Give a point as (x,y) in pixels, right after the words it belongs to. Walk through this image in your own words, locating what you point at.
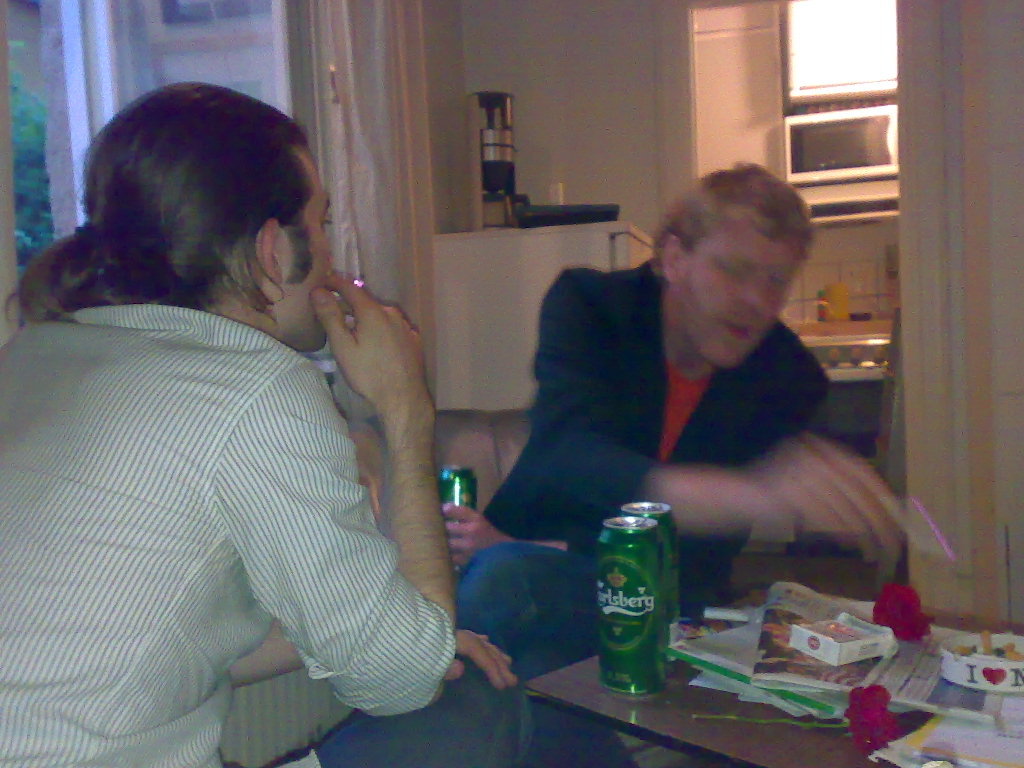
In this image there are two men (521,460) who are sitting in the chair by holding the cigarette (359,284). Beside them there is a table (666,712) on which there are papers (783,665), beer tins (626,600), cigarette boxes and an ash tray (965,657). In the background (868,250) it seems like a kitchen (841,278) in which there is a stove (853,359) at the bottom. At the top (831,148) there is an oven (850,156). On the left side (165,39) top there is a window (121,9). In front of the window (165,39) there is a curtain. In the middle (491,287) there is a cupboard (525,244) on which there is a coffee maker (509,145) and a black object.
